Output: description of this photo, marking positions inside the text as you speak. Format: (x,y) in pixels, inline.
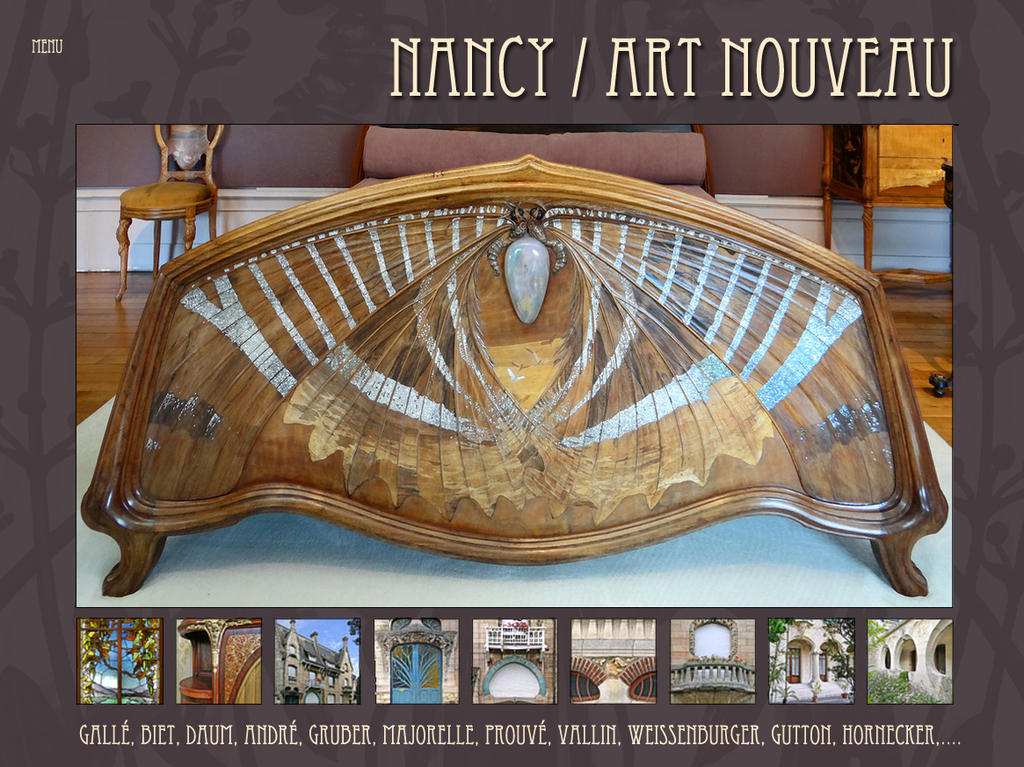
This image looks like a photo frame in which I can see chairs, tables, some objects (562,460), buildings (281,635), trees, fence (734,679), windows (789,663), plants (718,661), text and the sky (309,625).
